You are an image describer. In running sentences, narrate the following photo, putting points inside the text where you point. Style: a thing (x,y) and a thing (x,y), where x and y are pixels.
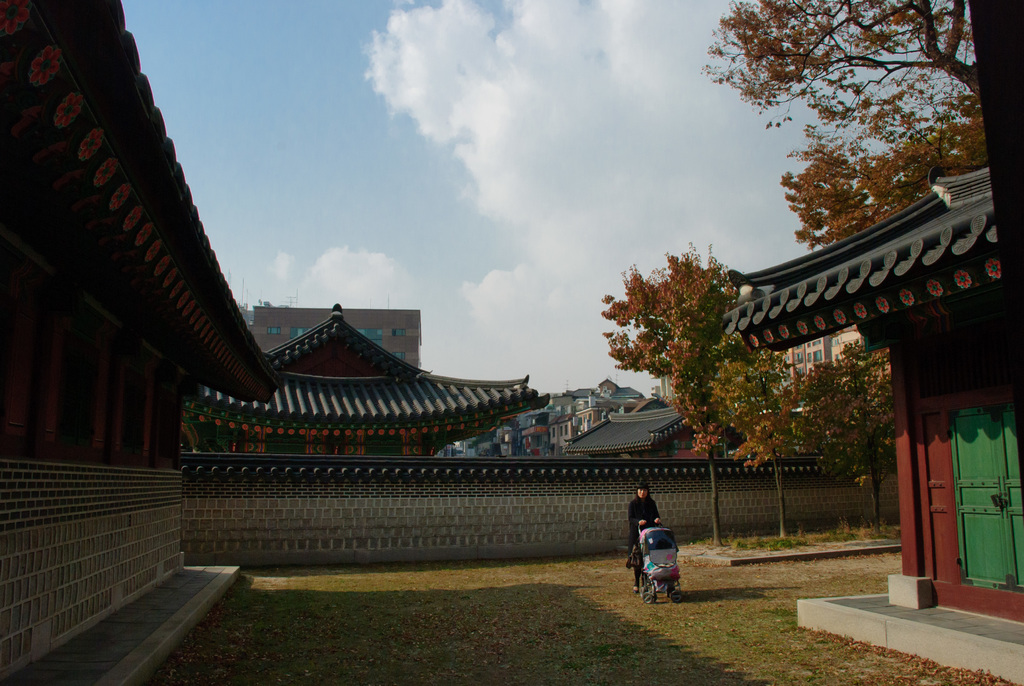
In this image I can see a person (650,520) wearing black dress (649,504) is standing and holding an object (668,562) in her hand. I can see few buildings (975,515) and few trees (681,385). In the background (531,126) I can see the sky (465,147).
